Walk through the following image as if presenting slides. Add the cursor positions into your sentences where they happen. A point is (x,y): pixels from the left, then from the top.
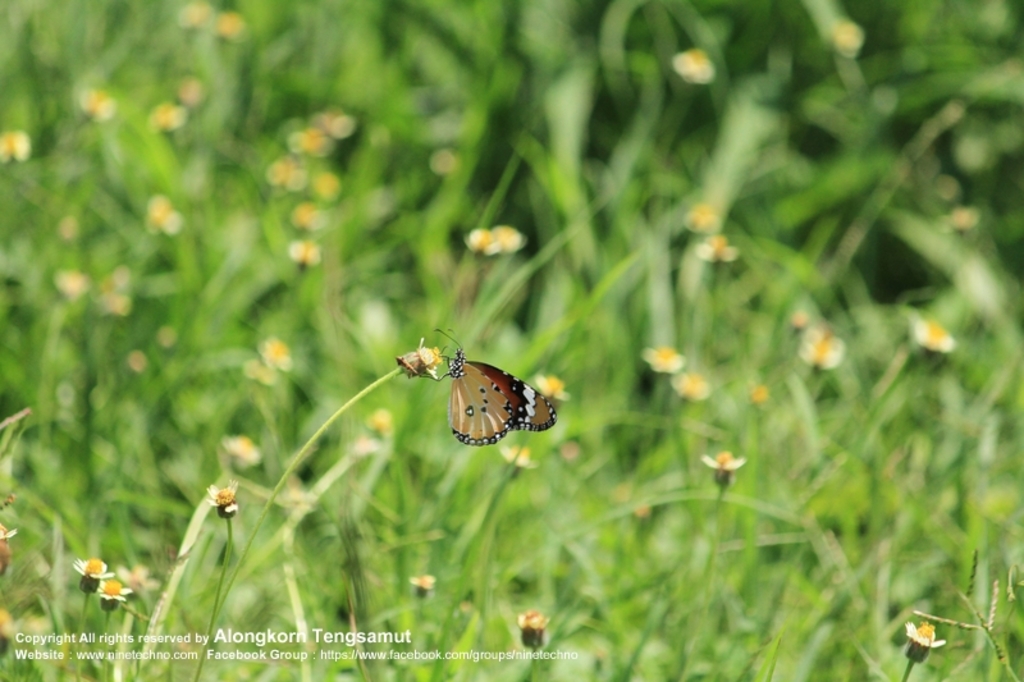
In this image I can see the flowers (133,575) and the grass (348,460). I can see the butterfly (485,426) on the flower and the flower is in white and yellow color. I can see the butterfly (465,414) is in white, brown and black color and there is a blurred background (153,564).
